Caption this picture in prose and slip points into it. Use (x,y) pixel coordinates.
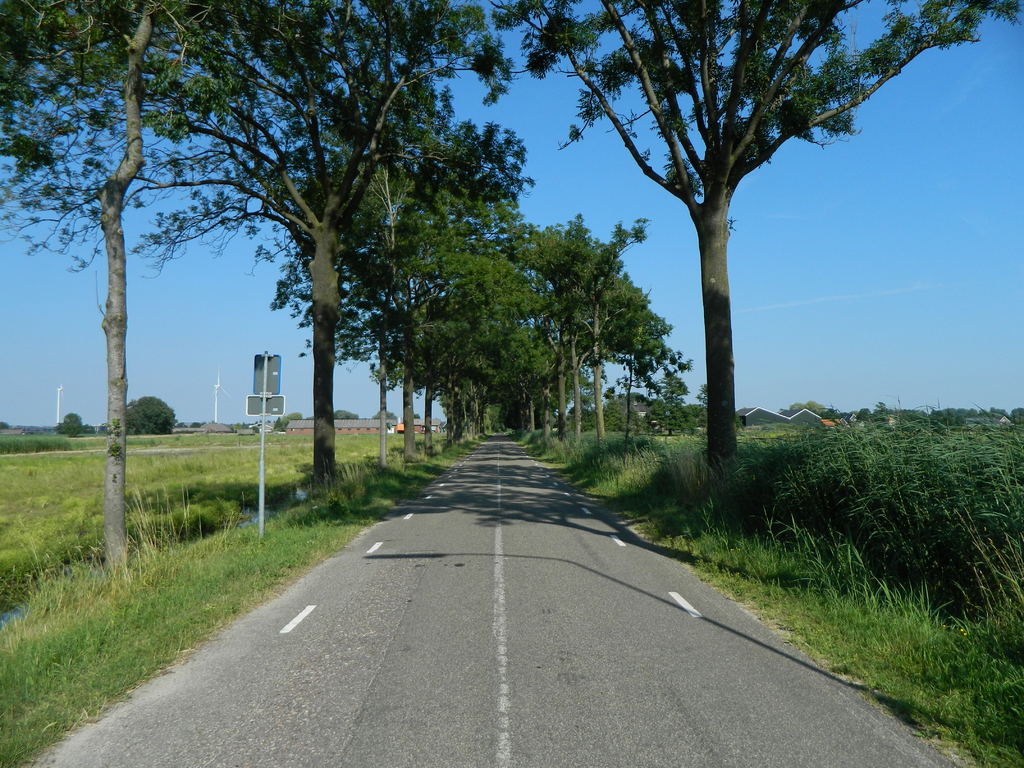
In this picture I can see there is a road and there is grass (229,503) and trees (330,416) at both sides of the road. There are few buildings (342,420) at right (829,410) and left side (212,427). There is a pole (260,358) and the sky (255,330) is clear.
